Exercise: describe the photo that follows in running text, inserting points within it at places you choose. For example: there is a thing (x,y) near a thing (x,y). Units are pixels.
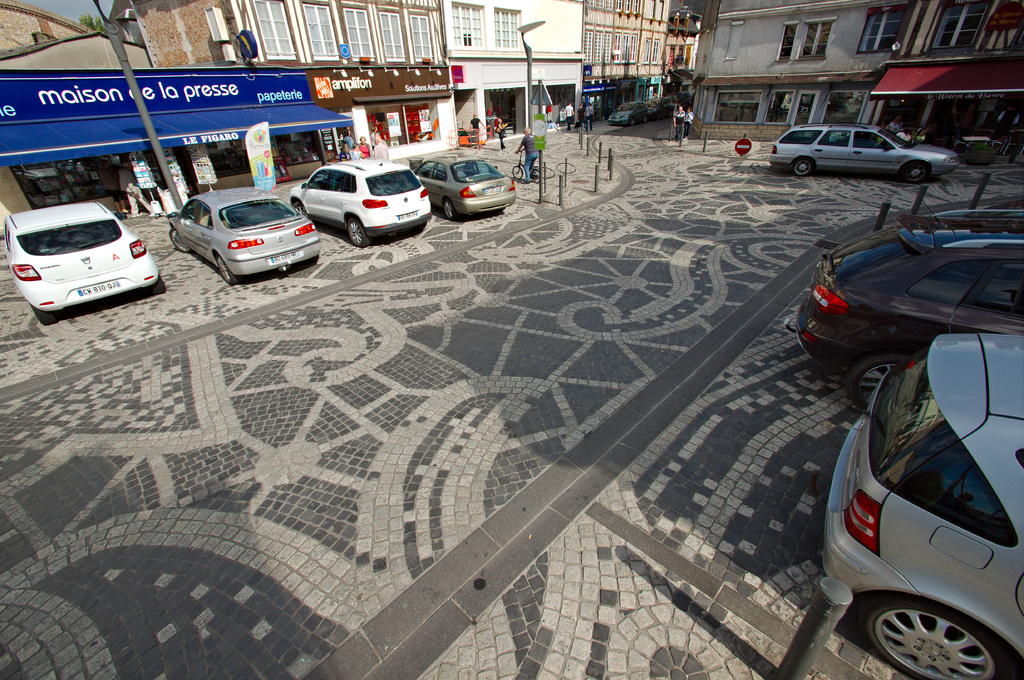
It is a street (485,318) there are many vehicles (82,224) parked in front of the stores (222,165) and some people (116,188) are walking beside the vehicles (621,105) and above the stores (427,86) there are beautiful buildings (375,31) with many windows (809,52).
